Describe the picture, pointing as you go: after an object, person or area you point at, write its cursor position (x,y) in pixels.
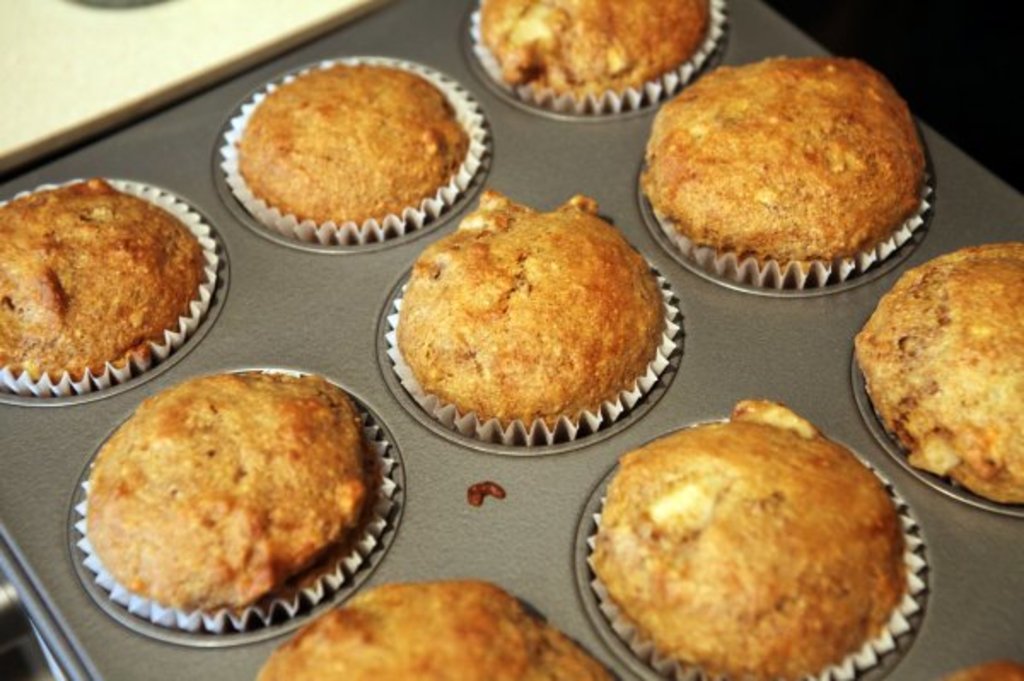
In this picture there are few cupcakes (526,377) placed on an object (407,496).
